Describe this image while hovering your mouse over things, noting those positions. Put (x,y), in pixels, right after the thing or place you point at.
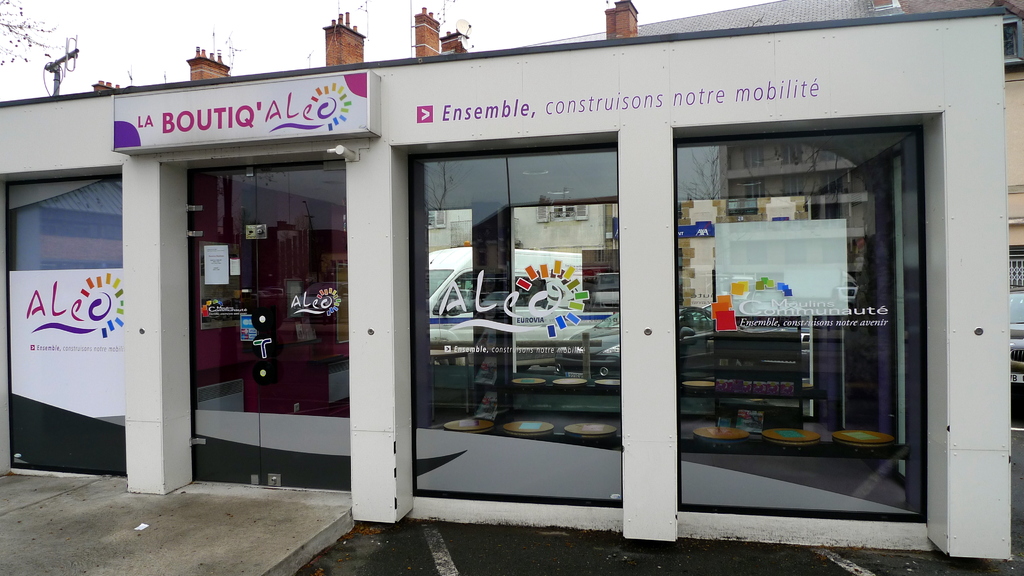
In this image we can see the front view of a shop (528,100) where glass door (330,325) and walls (64,144) are there and we can see name board (254,127) of the shop (255,122). At the top left of the image (89,40) we can see leaves (20,10), pole (48,69), chimney (200,61) and sky (169,17). Right side of the image (1015,322), one car (1018,308) is there.
